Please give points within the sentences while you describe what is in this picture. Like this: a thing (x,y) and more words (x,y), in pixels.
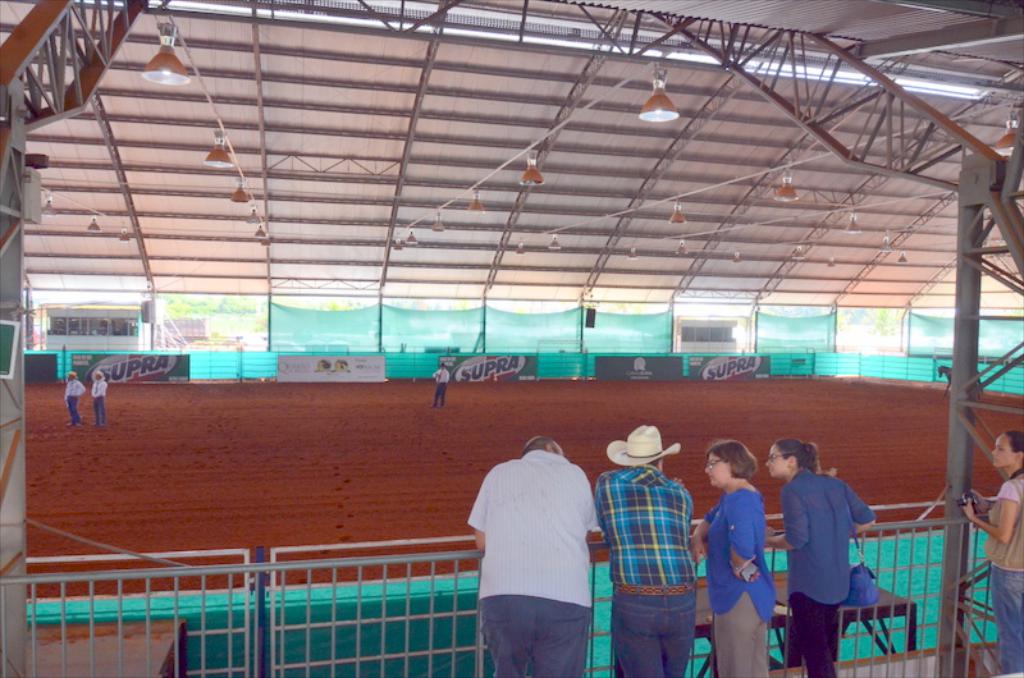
In this image there are a few people (763,592) standing in front of the railing (61,583) and there are a few other people (74,415) standing on the surface (305,461) of the sand (322,460), around them there is a cloth (65,370) with sky blue color like a fencing wall (339,343) and there are banners (172,362) with some text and in the background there are trees (228,299). At the top of the image (324,95) there is a ceiling (289,170) with lights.
